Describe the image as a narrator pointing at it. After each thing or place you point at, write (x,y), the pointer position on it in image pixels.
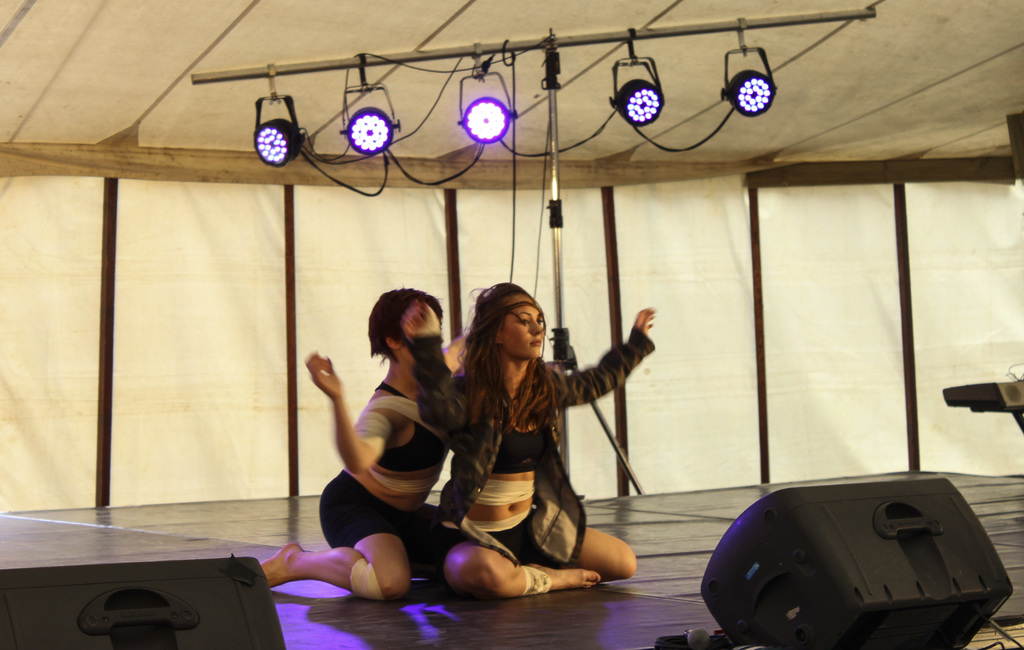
There are two people (371,481) sitting. These are the show lights (471,129), which are hanging to the pole (432,58). I think this is the tent (399,253). I can see a black color object (749,574) on the stage (499,623).
